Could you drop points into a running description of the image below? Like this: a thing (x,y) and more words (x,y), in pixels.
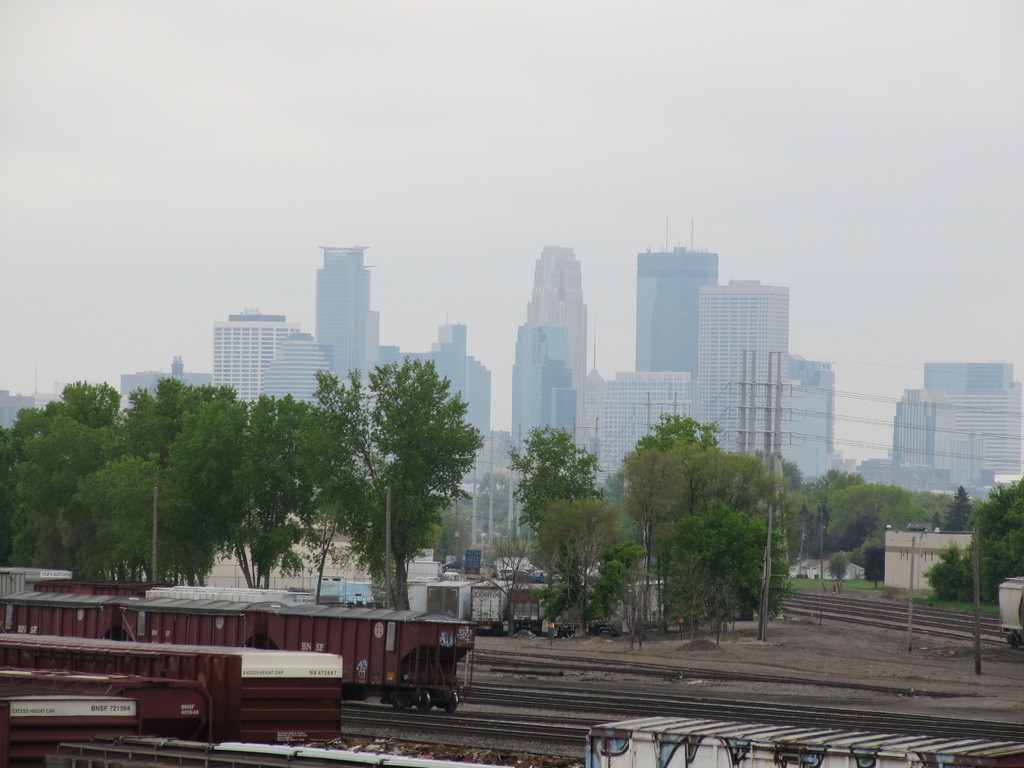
In the image we can see there are many buildings (668,288), trees (574,480), poles (767,409) and electric wires (870,399). Here we can see the trains (263,685) on the tracks (395,716) and the sky (436,186).
